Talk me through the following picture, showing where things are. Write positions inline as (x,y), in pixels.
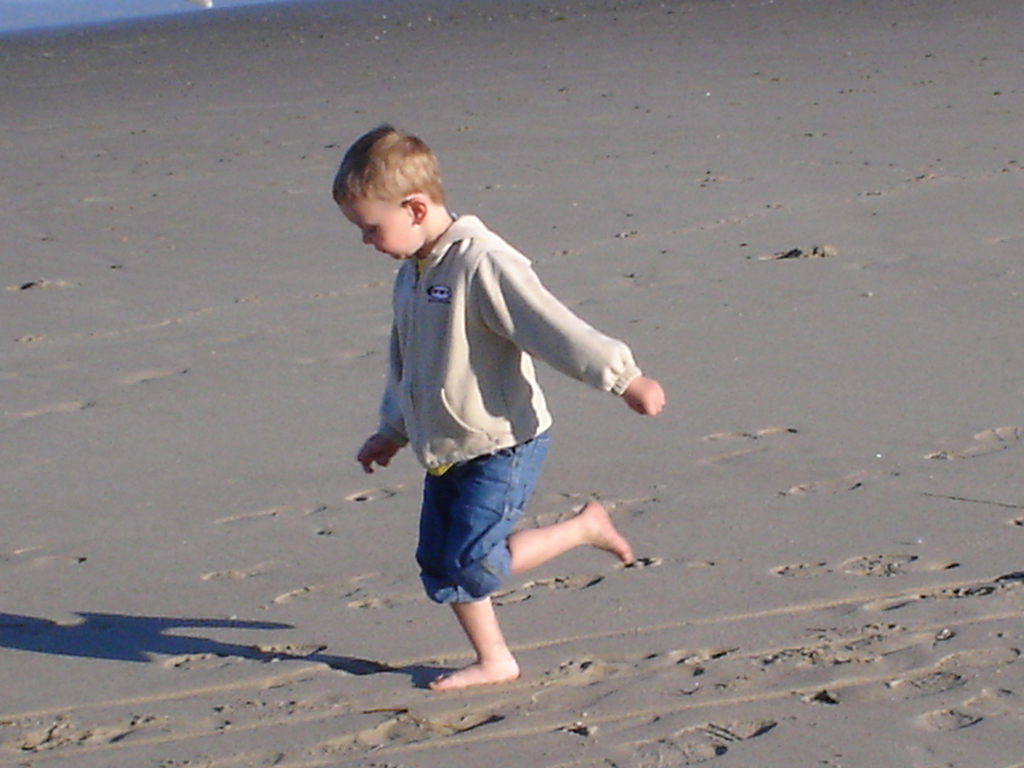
In this image we can see one boy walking on the wet sand (261,300), one white object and one blue object (224,3) in the top left side (84,32) corner of the image.
